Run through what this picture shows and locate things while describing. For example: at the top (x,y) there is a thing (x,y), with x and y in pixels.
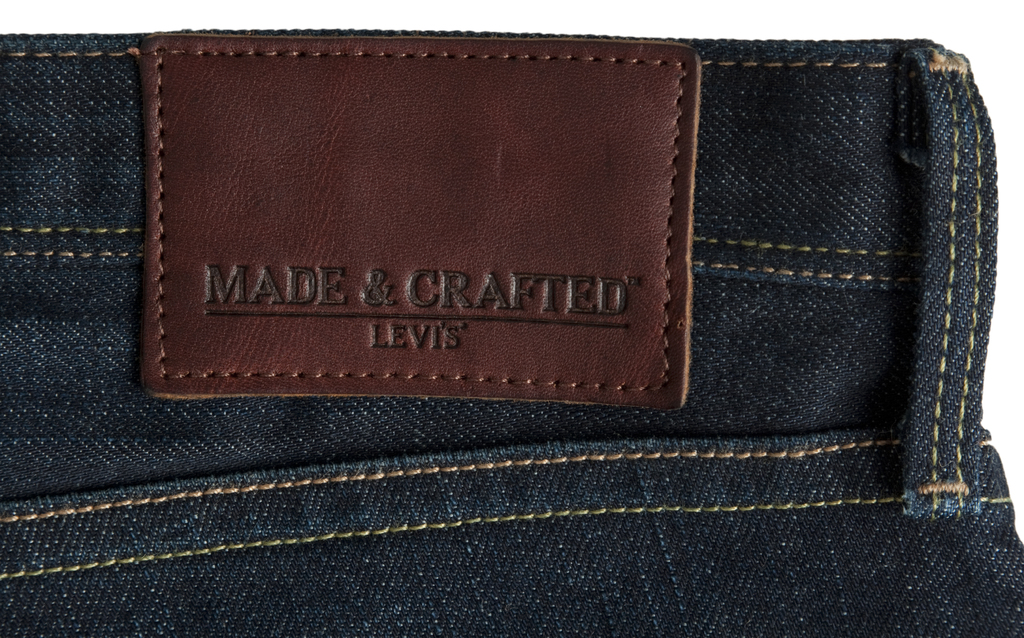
In the image we can see the jeans cloth (724,510), on it there is a tag (408,304) and text (419,335) on the tag (368,319).
